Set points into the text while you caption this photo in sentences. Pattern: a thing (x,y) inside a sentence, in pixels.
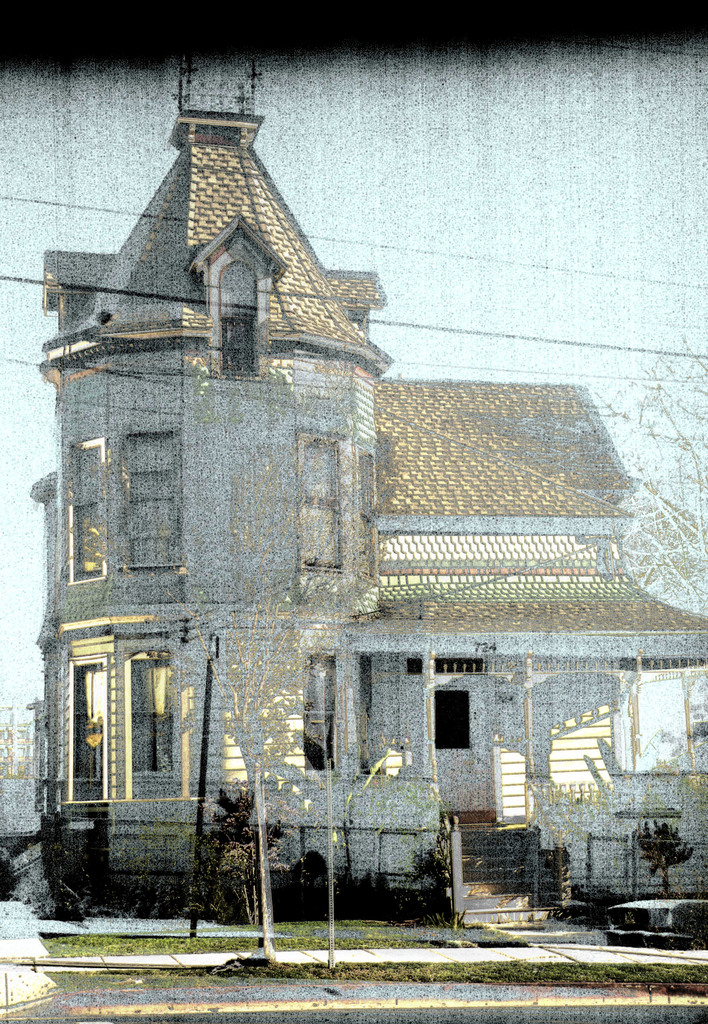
In this image there is a building (546,826) and trees (79,905) in front of that.
